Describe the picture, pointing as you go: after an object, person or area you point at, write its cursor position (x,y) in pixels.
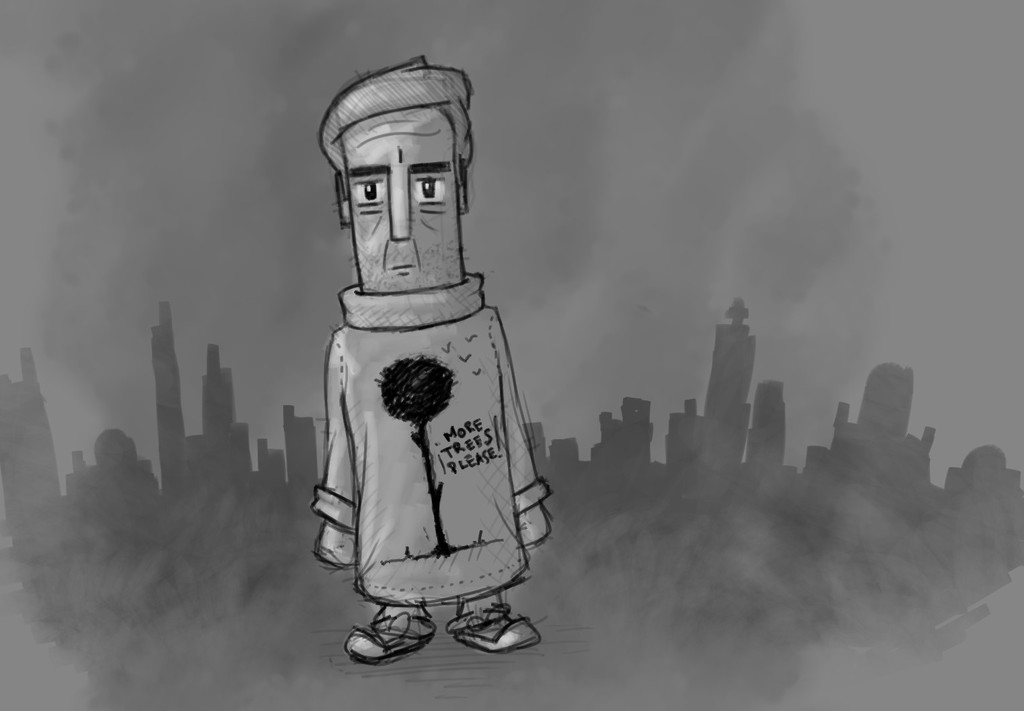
In the image we can see an animated picture of a person (432,380) standing, wearing clothes (453,452). There are many buildings (592,461), smoke (880,618) and sky (661,208).
